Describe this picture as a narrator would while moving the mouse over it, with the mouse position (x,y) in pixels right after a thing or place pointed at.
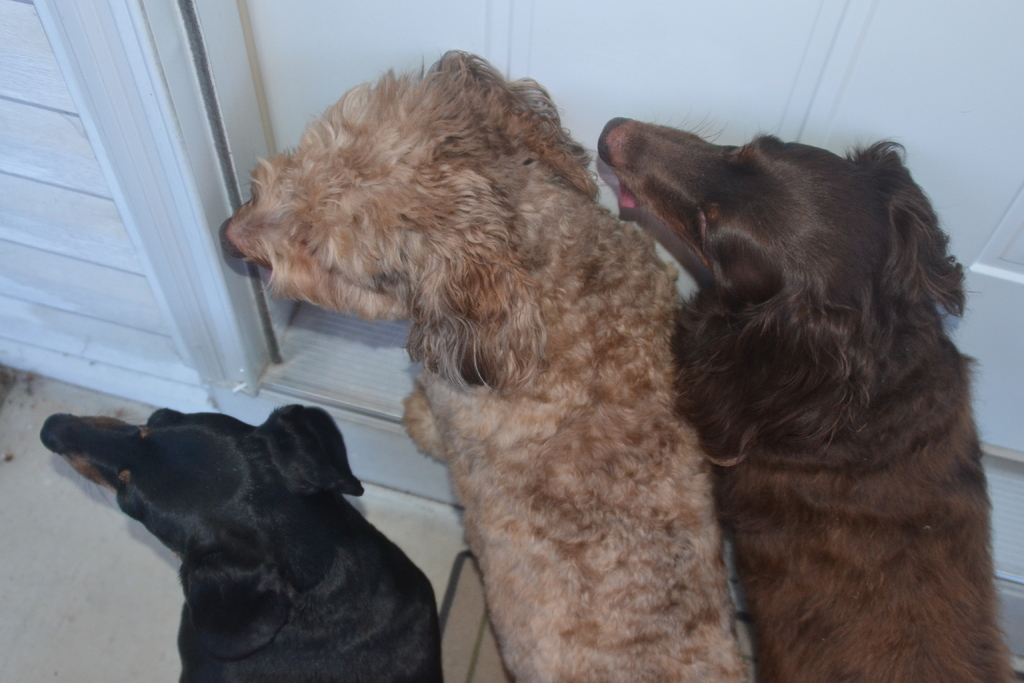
In this picture there are three dogs (489,415) were standing near to the door (659,17). On the left (65,348) there is a wooden wall (43,174). At the bottom (494,660) there is a mat (468,655).
